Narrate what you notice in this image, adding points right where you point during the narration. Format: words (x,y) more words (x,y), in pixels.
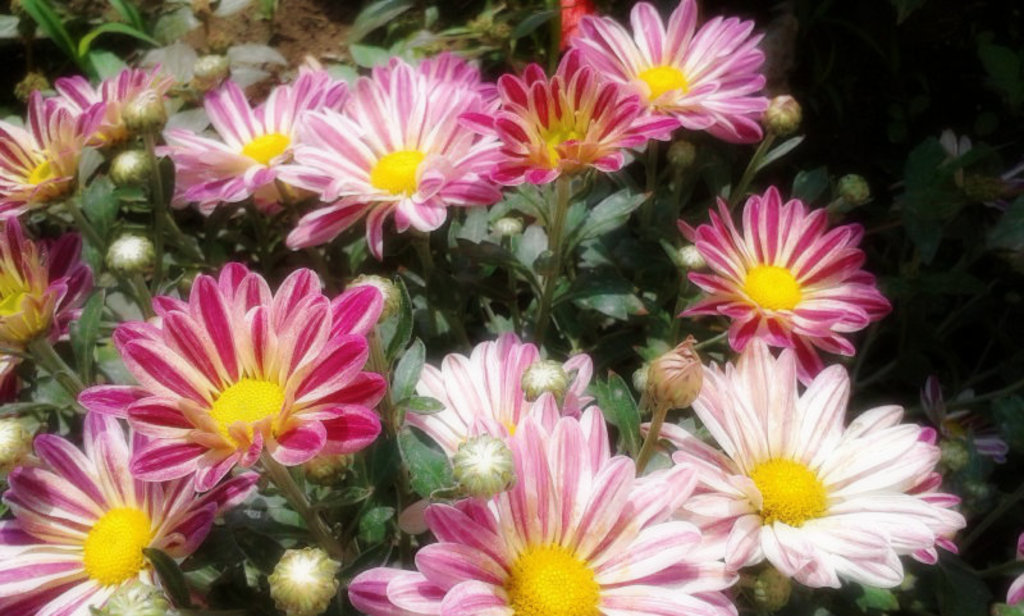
In this image we can see flowers (690,481), buds (669,388) and leaves (600,302).
